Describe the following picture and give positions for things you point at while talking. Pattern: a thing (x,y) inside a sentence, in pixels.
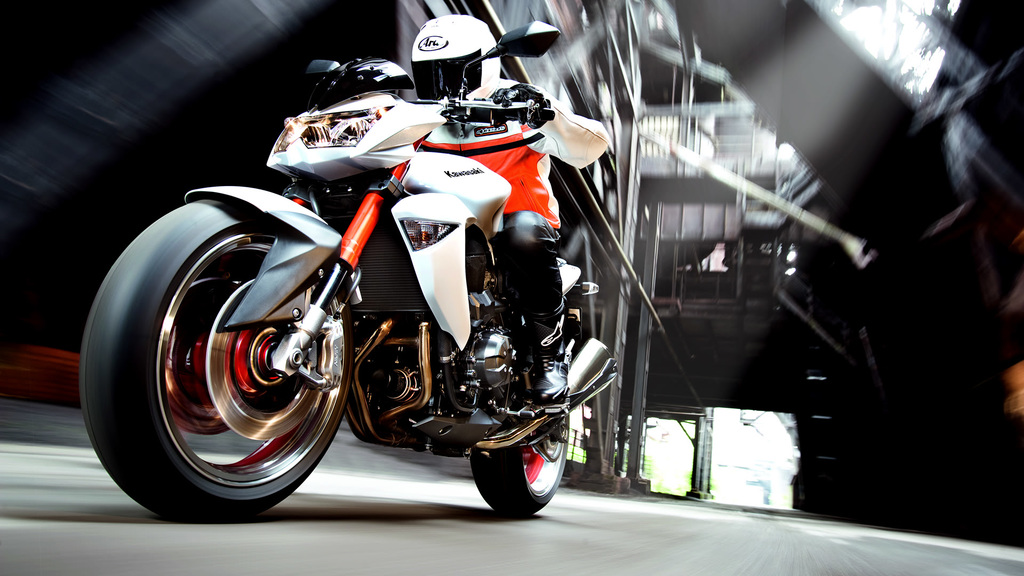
In this picture there is a person (441,76) sitting and riding bike (413,146) and wore helmet (460,44). In the background of the image (686,224) it is blurry.
